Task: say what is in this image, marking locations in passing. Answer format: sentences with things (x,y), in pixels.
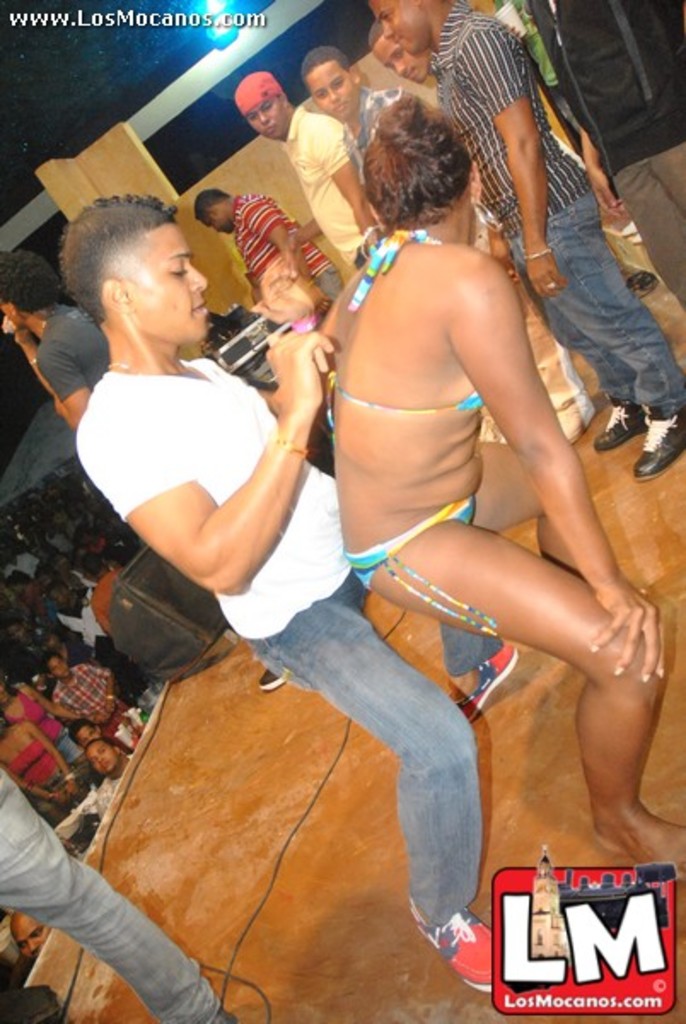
In this image there are two people (337,480) dancing, beside them there are a few people (494,131) standing and watching them, in the background of the image (155,610) there is a speaker (136,645), behind the speaker (117,592) there are a few people (60,642).
